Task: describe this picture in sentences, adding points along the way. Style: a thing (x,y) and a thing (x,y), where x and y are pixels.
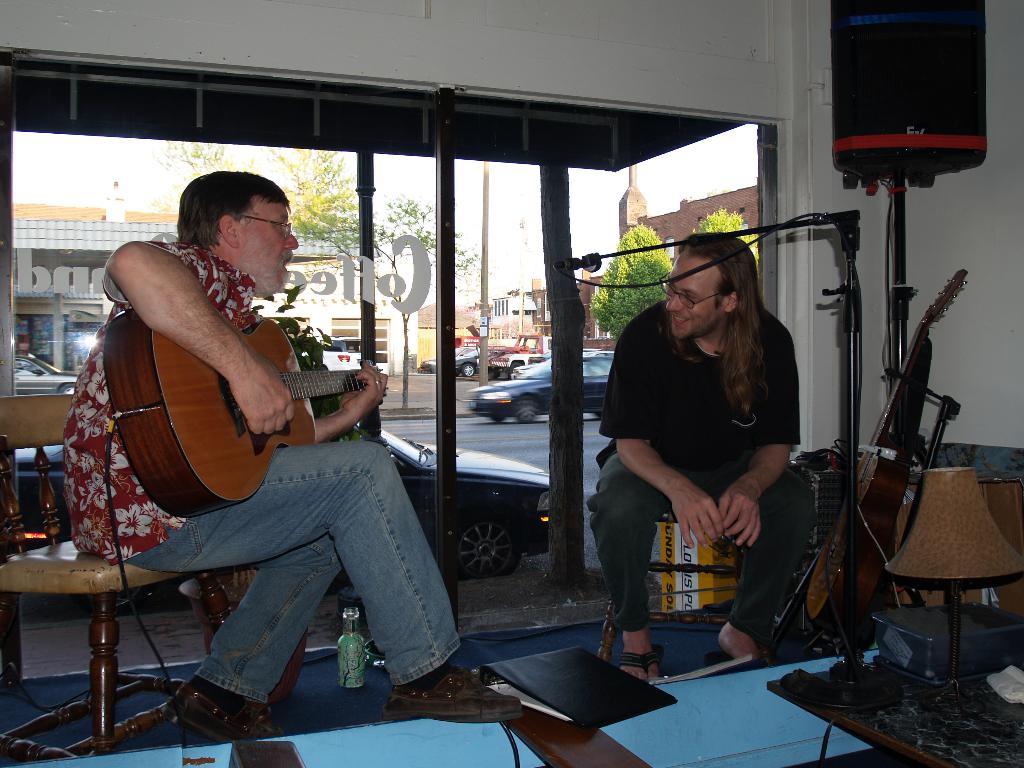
On the left side of the image (276,483) we can see a man (240,356) wearing red shirt (118,489) is sitting and holding a guitar (231,420) in his hands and playing it. On the right side of the image (689,464) we can see a man (723,427) wearing black t shirt (728,401) is sitting on the chair (696,572). In the background (354,357) we can see cars (467,354), trees (610,298), buildings (691,221), bottle (349,645) and speakers (920,165).
